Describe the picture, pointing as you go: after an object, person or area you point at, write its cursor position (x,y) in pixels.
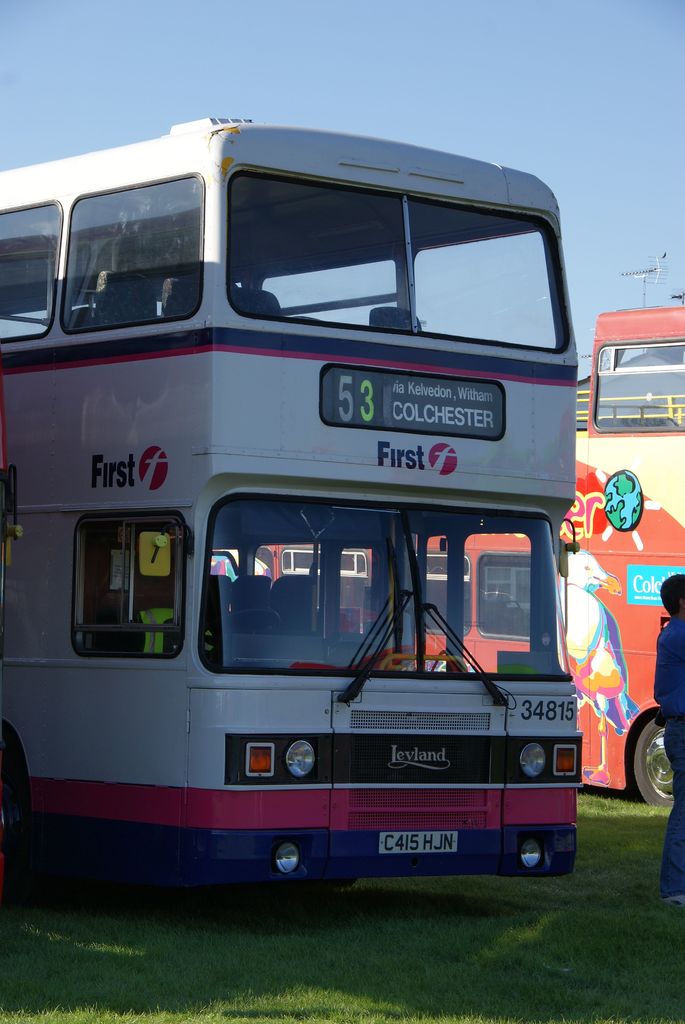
In this picture there are buses (354,435) on the grass (635,905) and there is a text (648,586) on the buses (340,852). On the right side of the image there is a person (680,624) standing. At the top (388,71) there is sky (406,79). At the bottom (491,956) there is grass (506,909).
